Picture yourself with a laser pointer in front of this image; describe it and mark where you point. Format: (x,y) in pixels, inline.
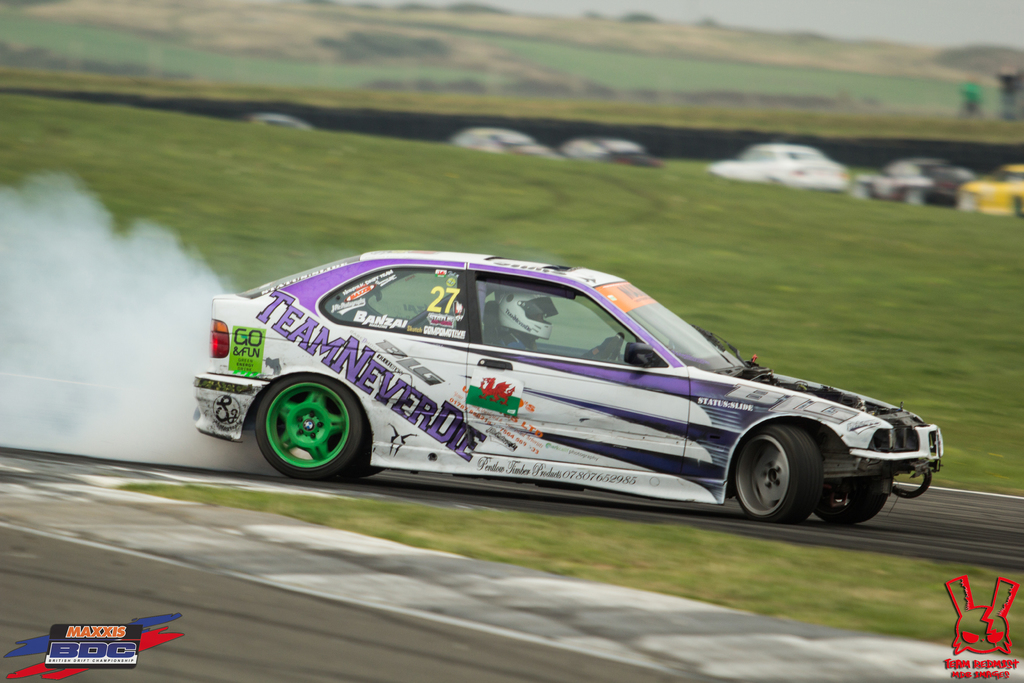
In this image at the bottom (181,615) we can see road (371,611) and grass (805,601) on the ground (748,626) and there is a person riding a car (503,398) on the road (833,633) and behind it we can see the smoke (91,380). In the background (162,209) we can see grass (673,253) on the ground (766,262), vehicles (776,176) and at the top (603,57) the image is blur but we can see grass (619,65) on the ground (741,82) and sky (843,26).
